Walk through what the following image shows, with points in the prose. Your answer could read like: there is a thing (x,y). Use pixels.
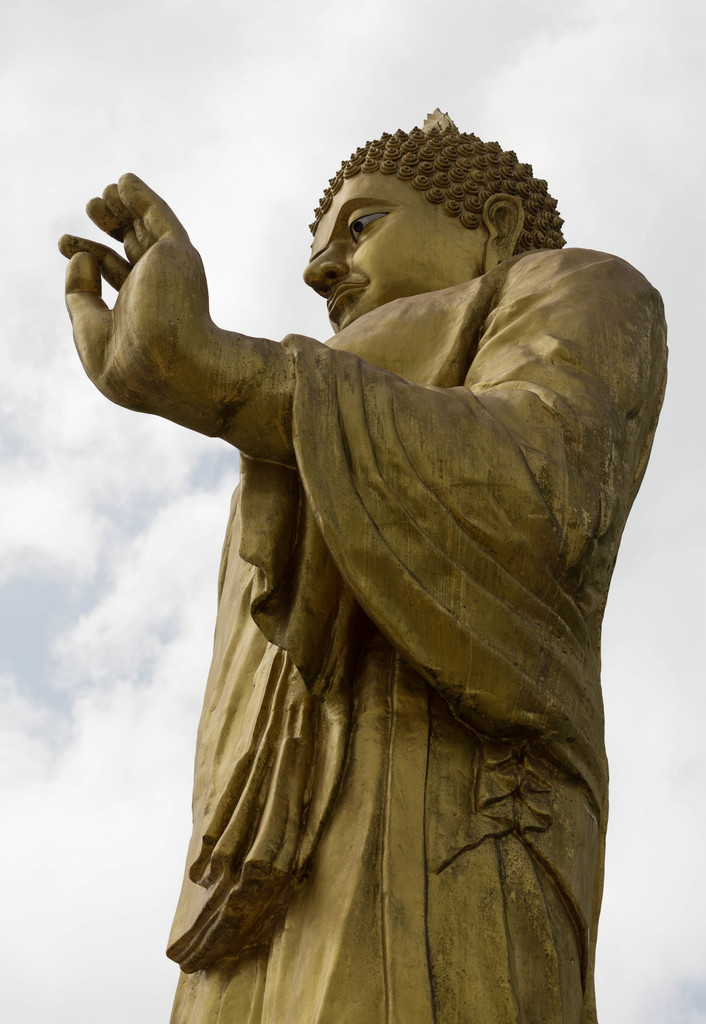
In this picture I can see a statue of Buddha (193,869), and in the background (314,6) there is sky (423,81).
